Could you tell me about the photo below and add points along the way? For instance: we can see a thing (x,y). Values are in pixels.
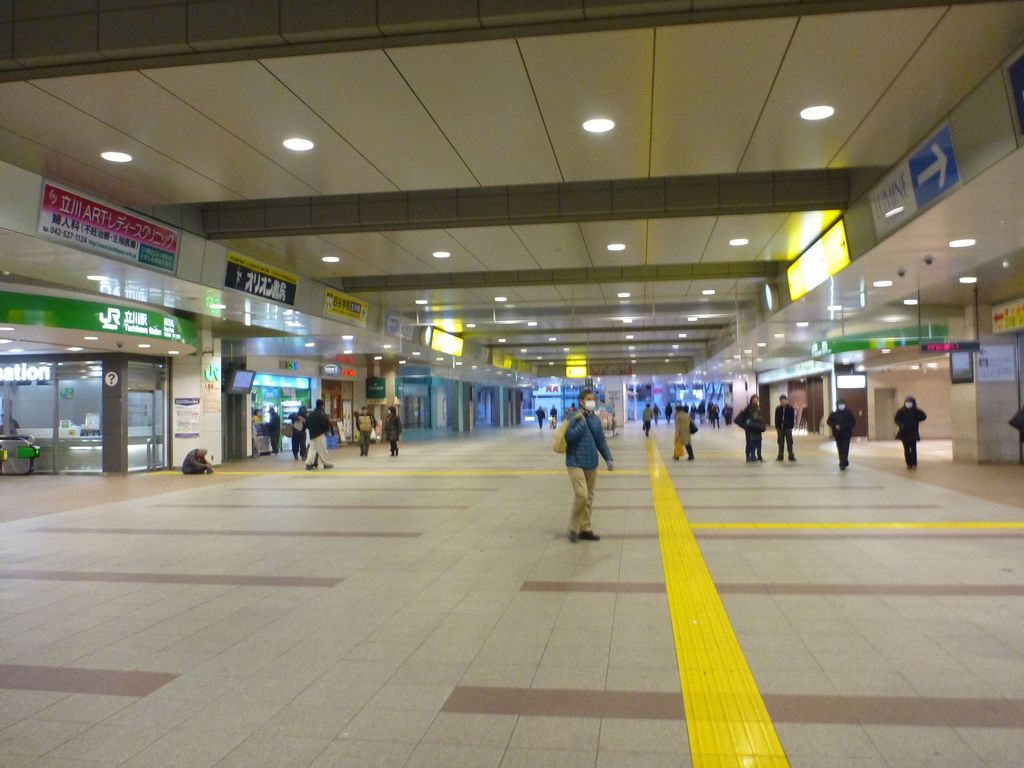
In the image there are many people (191,459) walking on the floor (500,533). And there are many stores (130,392) with glass walls (66,447), name boards (111,309) and pillars (1000,430). There are screens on the pillars (119,371). At the top of the image (522,187) there is a ceiling (437,184) with lights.
